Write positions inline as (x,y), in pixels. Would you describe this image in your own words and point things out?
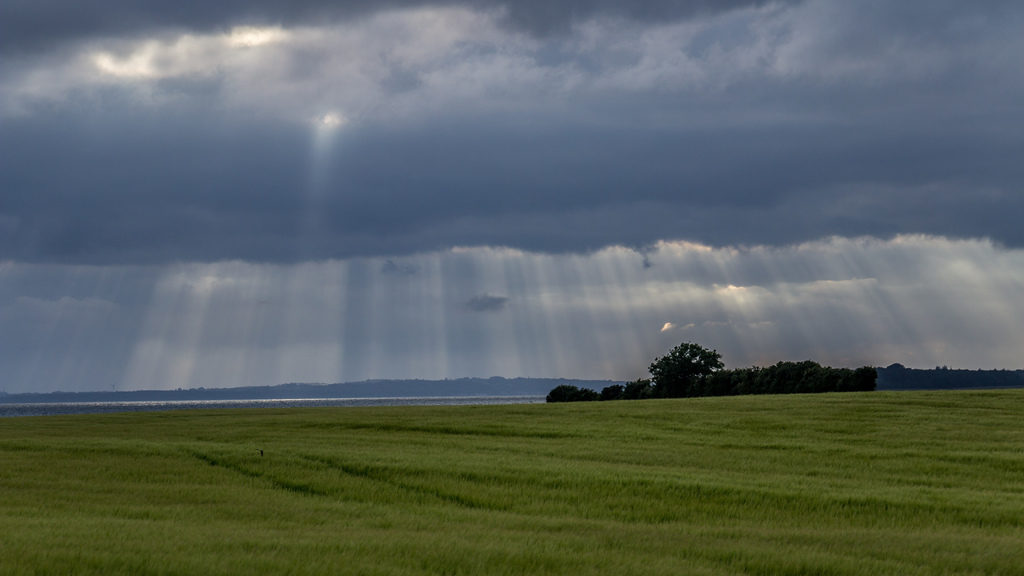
In this image I can see grass (537,458), trees (711,373), mountains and the sky (386,324). This image is taken may be in a farm (602,405) during a day.
